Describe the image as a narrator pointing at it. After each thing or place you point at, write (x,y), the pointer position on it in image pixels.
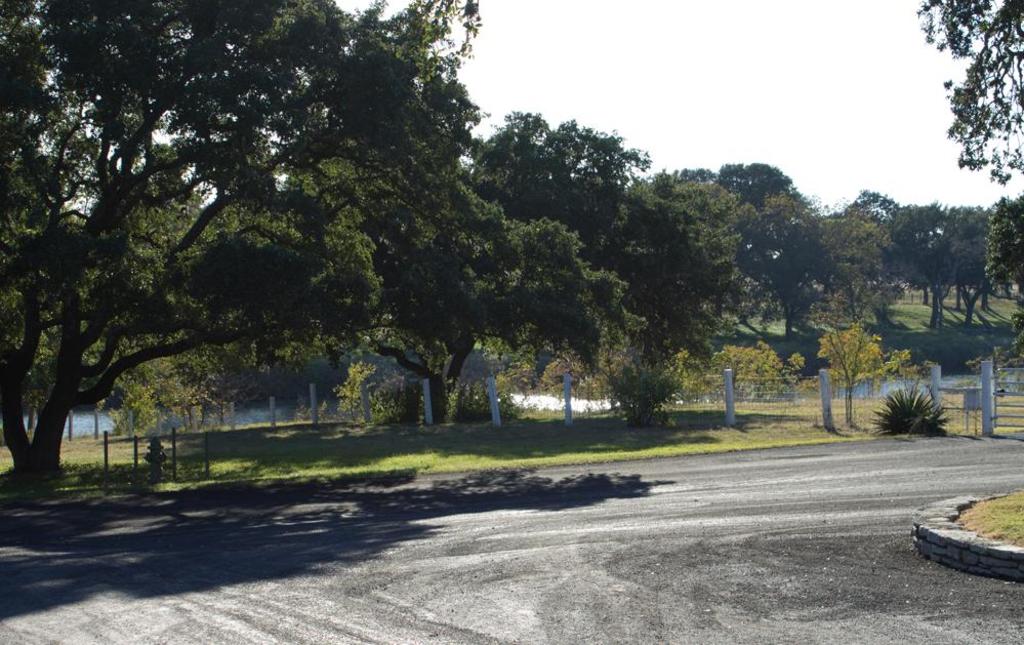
In this image in the center (386,428) there is grass (430,454) on the ground (404,444) and there are trees (672,279). There are plants (558,370) and there is a fire hydrant (155,465) and there is a fence (749,415). On the right side (1000,519) there's grass (988,525) on the ground (988,524) and on the top right (1004,91) there are leaves (980,70).
